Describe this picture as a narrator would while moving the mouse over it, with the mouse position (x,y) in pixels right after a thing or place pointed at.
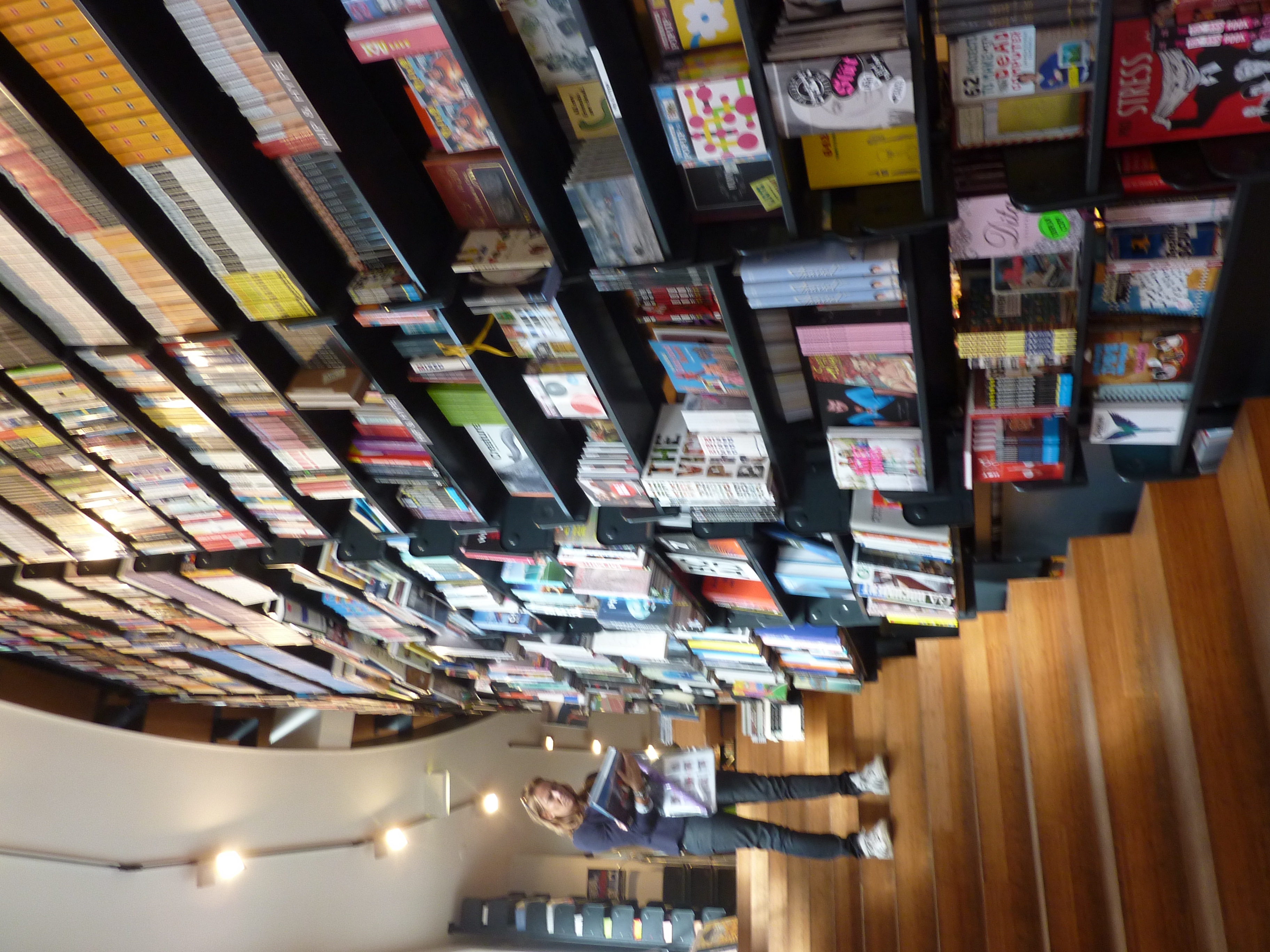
At the bottom of the image (611,816) we can see a lady (607,832) standing on the stairs (901,810). She is holding some books (606,804) before her there is a shelf (202,474) and we can see many books (878,74) placed in the shelf (513,637) and there are lights (227,867).
